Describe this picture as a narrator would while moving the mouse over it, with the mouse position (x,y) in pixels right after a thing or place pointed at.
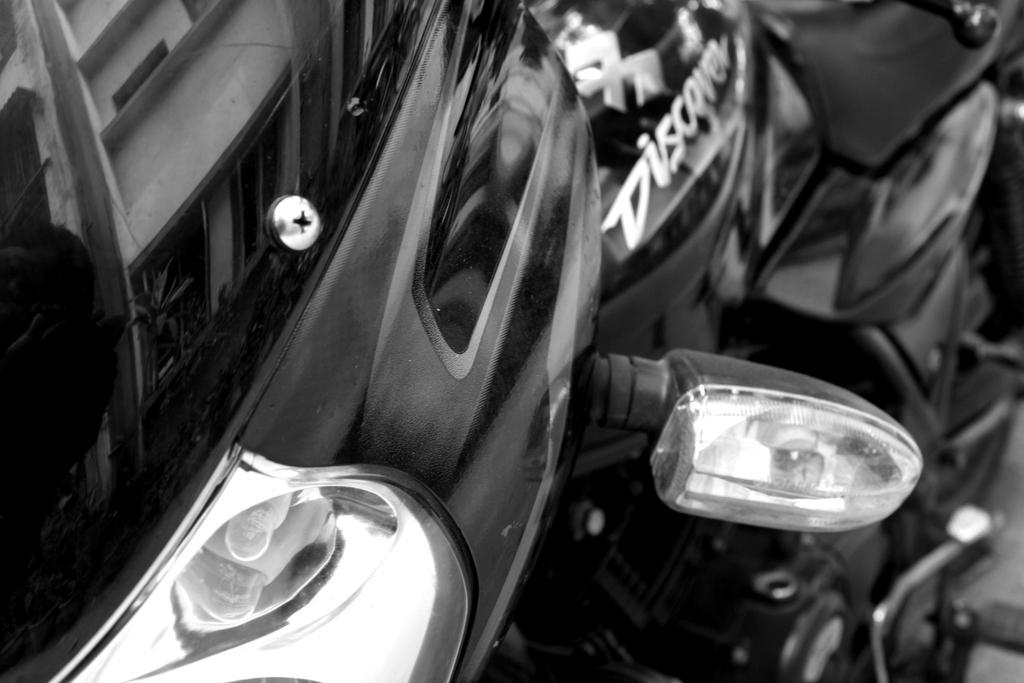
In the foreground of this image (869,646), there is a motorbike (703,458).
